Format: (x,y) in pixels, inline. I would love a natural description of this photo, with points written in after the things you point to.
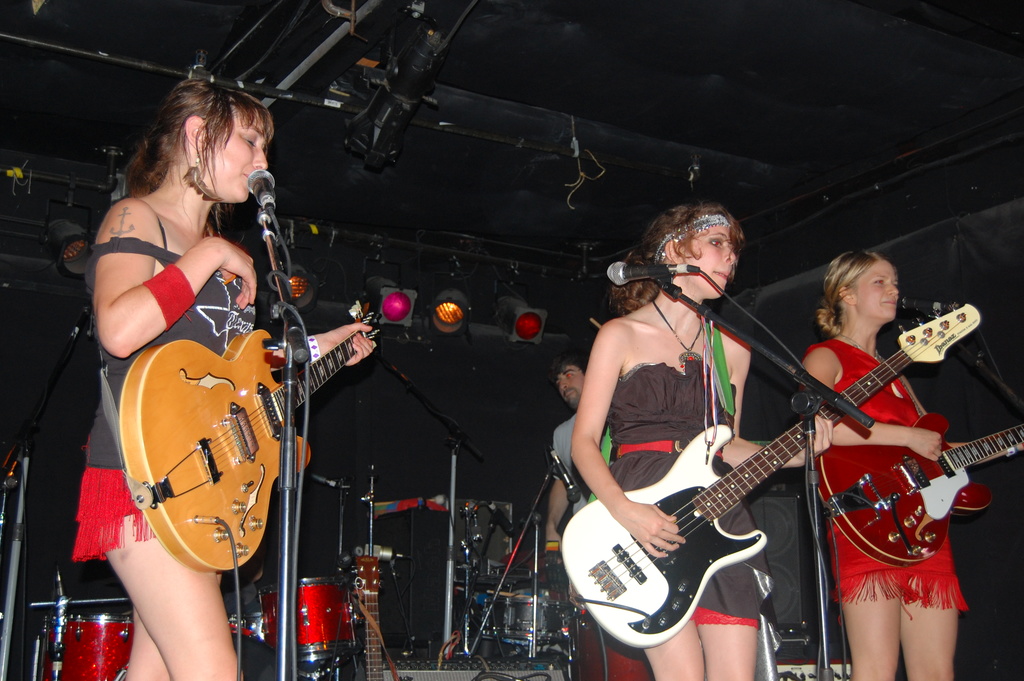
There are three girls (102,511) standing on a stage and playing guitar (976,451) and their back there is a man (580,411) standing and playing drums (524,629).
